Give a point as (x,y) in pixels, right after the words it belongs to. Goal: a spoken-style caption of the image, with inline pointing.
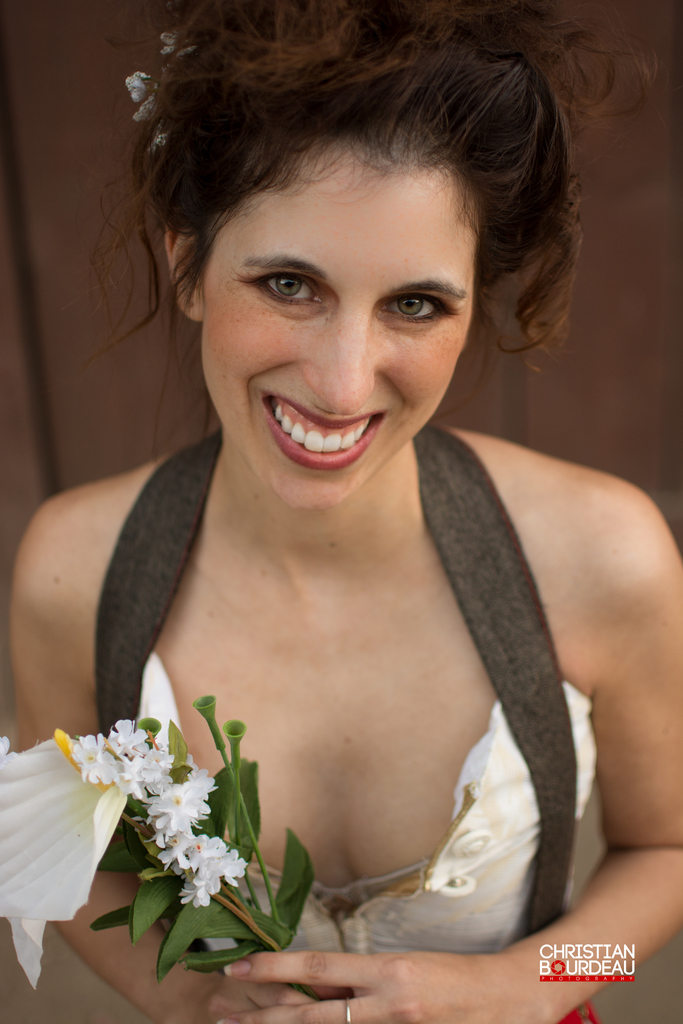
In this image we can see a woman (559,638) holding a flower bouquet (256,802) with her hand (208,1017) and she is smiling. At the bottom of the image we can see a watermark (592,952).
